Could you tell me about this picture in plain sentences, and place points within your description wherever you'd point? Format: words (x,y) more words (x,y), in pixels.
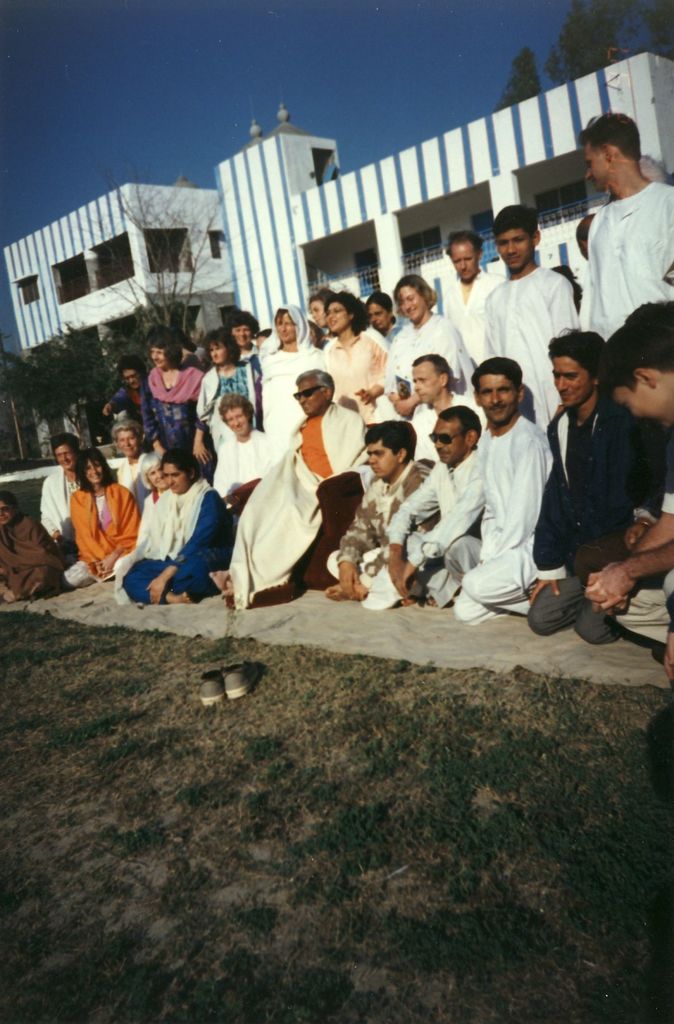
In the picture I can see a group of people (644,448). I can see a few of them sitting on the blanket (183,612) and a few of them standing on the floor (171,657). I can see the grass (316,773) at the bottom of the picture (245,759) and I can see the shoes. In the background (581,71), I can see the building (412,170) and trees (566,71).
